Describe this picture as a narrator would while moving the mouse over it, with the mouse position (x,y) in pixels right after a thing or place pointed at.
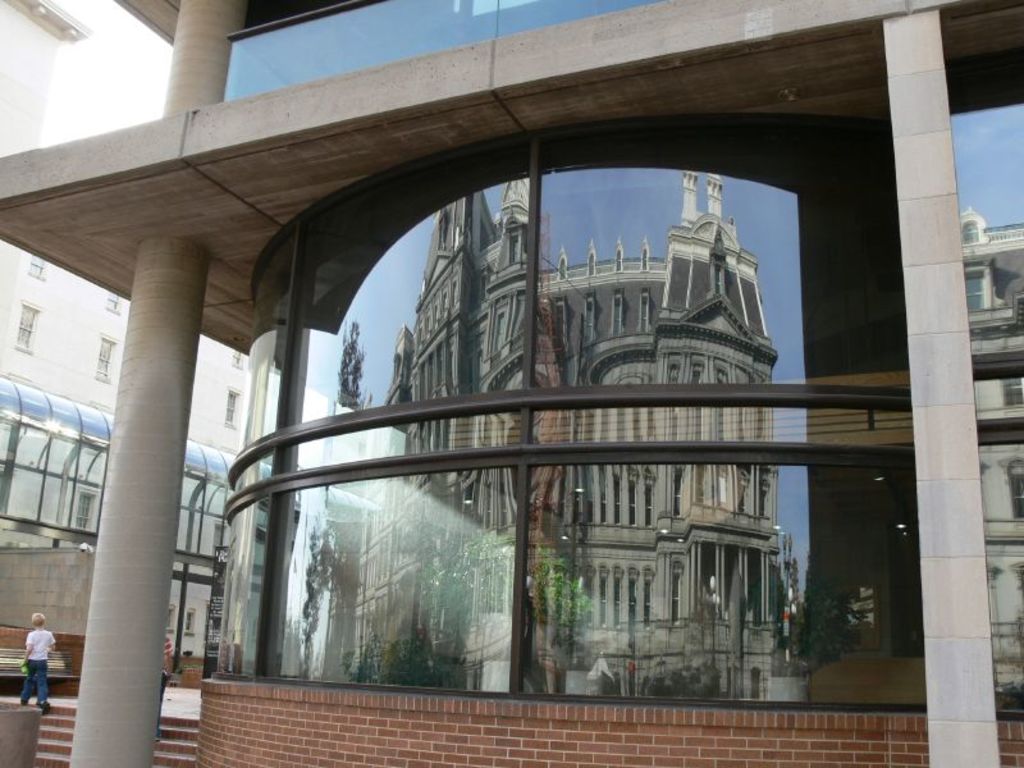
In this image, on the right side (946,177), we can see a pillar (951,194). On the left side (142,360), we can also see another pillar (88,762), we can also see a kid (23,697) walking on the staircase (60,739). In the middle of the image (417,357), we can see a glass building (609,556). In the glass building (728,558), we can also see another building (498,352), in the glass (543,581), we can also see some trees (437,587), lights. On the left side (25,361), we can also see a building (44,333), on the building (69,338), we can see a window (29,333). In the background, we can see some buildings (42,333). At the top (612,204), we can see a sky (668,215).
